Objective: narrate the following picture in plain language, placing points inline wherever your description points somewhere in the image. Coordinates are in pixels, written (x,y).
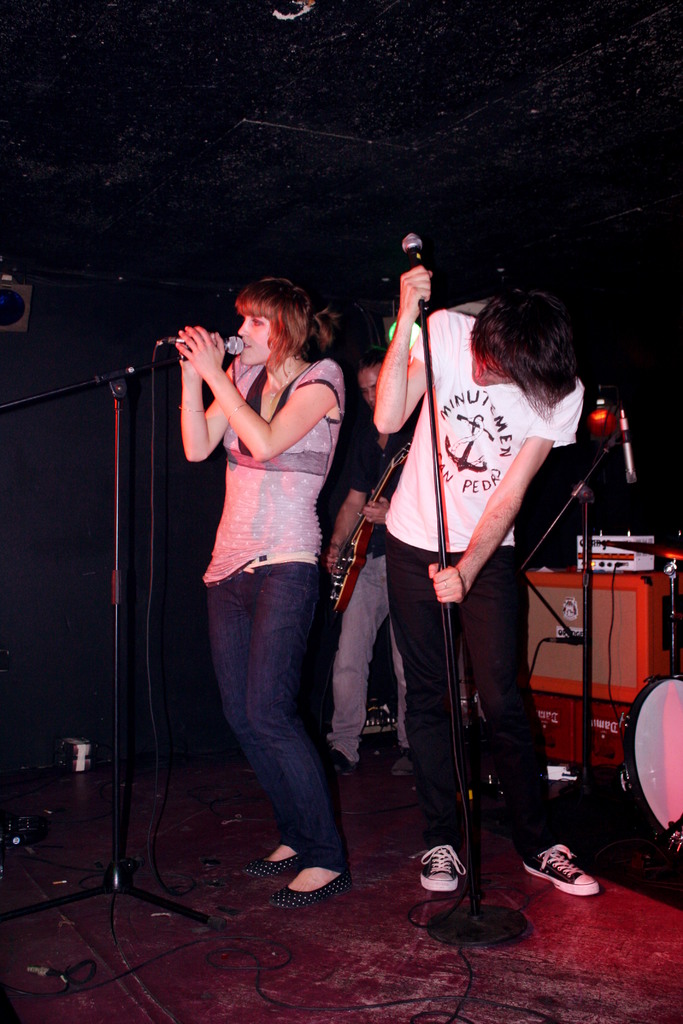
In this picture there is a woman (282,499) standing holding the microphone (240,350) with both of her hands (208,357) and she is singing, a man (404,657) beside her is standing looking at the microphone stand (436,462) holding it with his left hand (467,578) and holding a microphone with his right hand (411,282). In the backdrop (367,367) there is a person (374,379) who is playing the guitar (358,563) and there is a music equipment (595,590) kept on an amplifier (626,638).
